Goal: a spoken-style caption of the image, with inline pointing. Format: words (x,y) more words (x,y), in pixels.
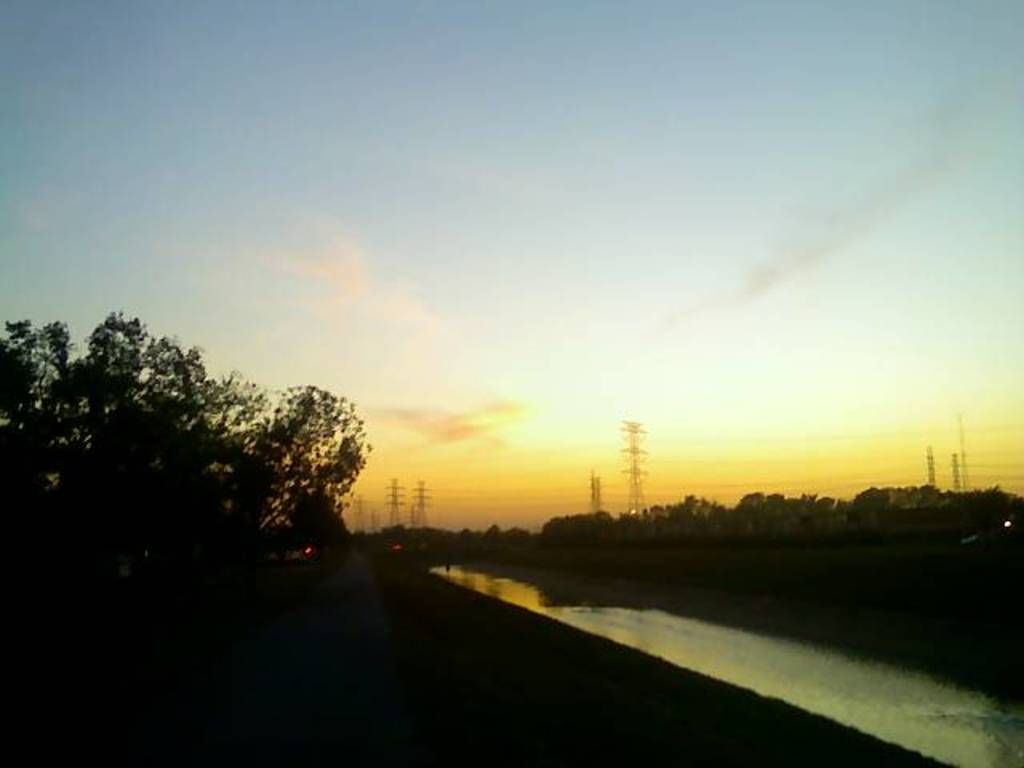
In this image, there are trees (244,491), transmission towers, wires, walkway (352,652) and the water (588,609). At the bottom of the image (291,764), there is a dark view. There is the sky (466,342) in the background (492,254).
